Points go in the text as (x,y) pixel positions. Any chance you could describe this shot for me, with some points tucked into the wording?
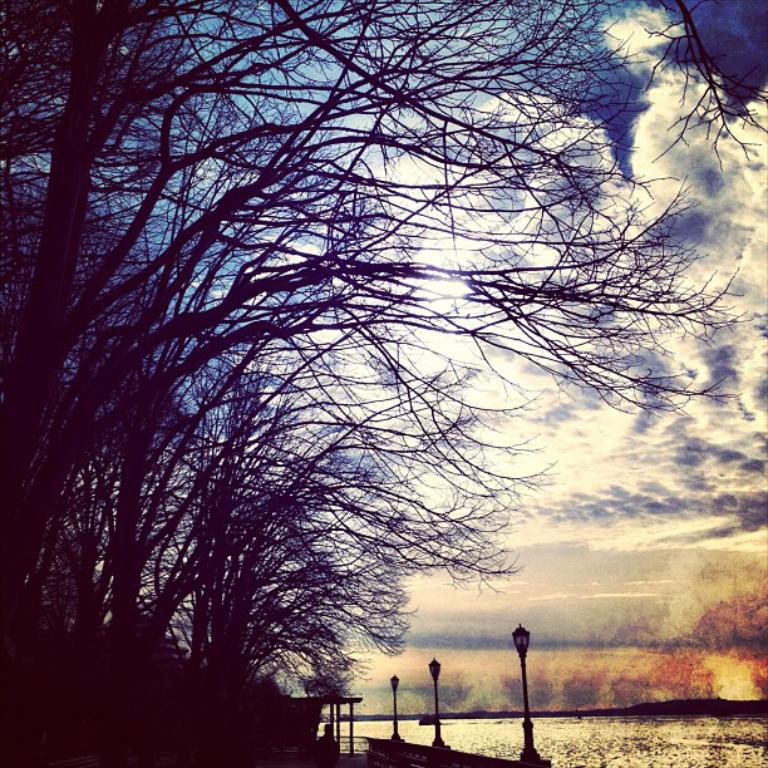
In the image we can see there are lot of trees (4,590) and there are street light poles (524,668) standing on the ground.
